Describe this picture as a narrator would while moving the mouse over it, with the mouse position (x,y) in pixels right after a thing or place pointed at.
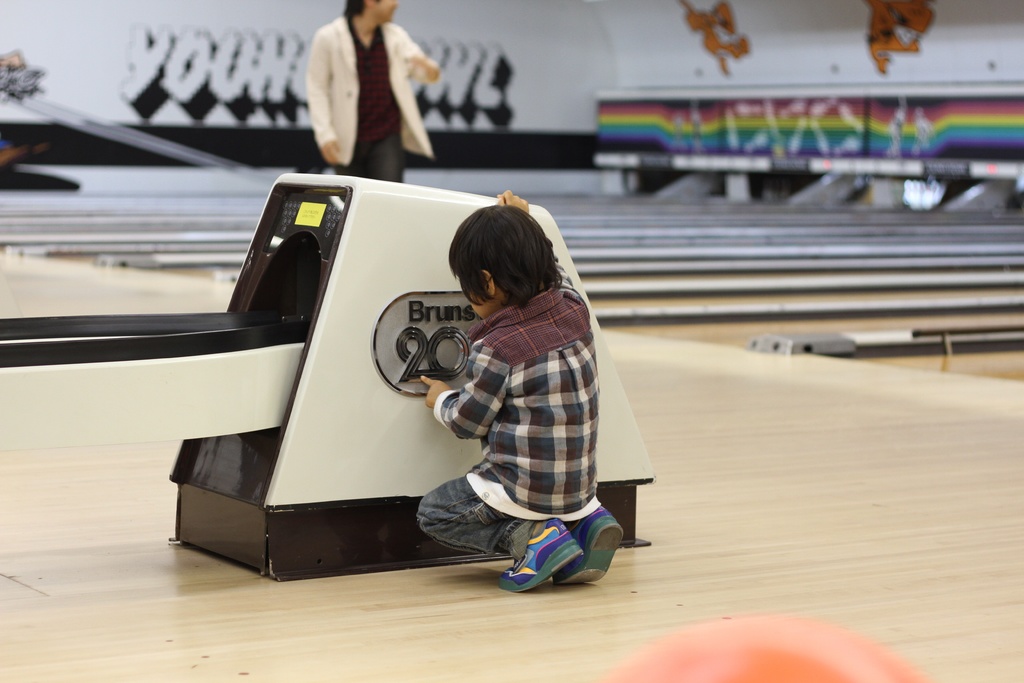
In this image, we can see a kid (510,371) holding an object (395,320) and there is some text (414,322) on it. In the background (377,64), there is a man (326,48) and we can see some text (268,54) and pictures (834,136) on the wall (504,91) and there are rods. At the bottom (697,559), there is a floor (709,527).
